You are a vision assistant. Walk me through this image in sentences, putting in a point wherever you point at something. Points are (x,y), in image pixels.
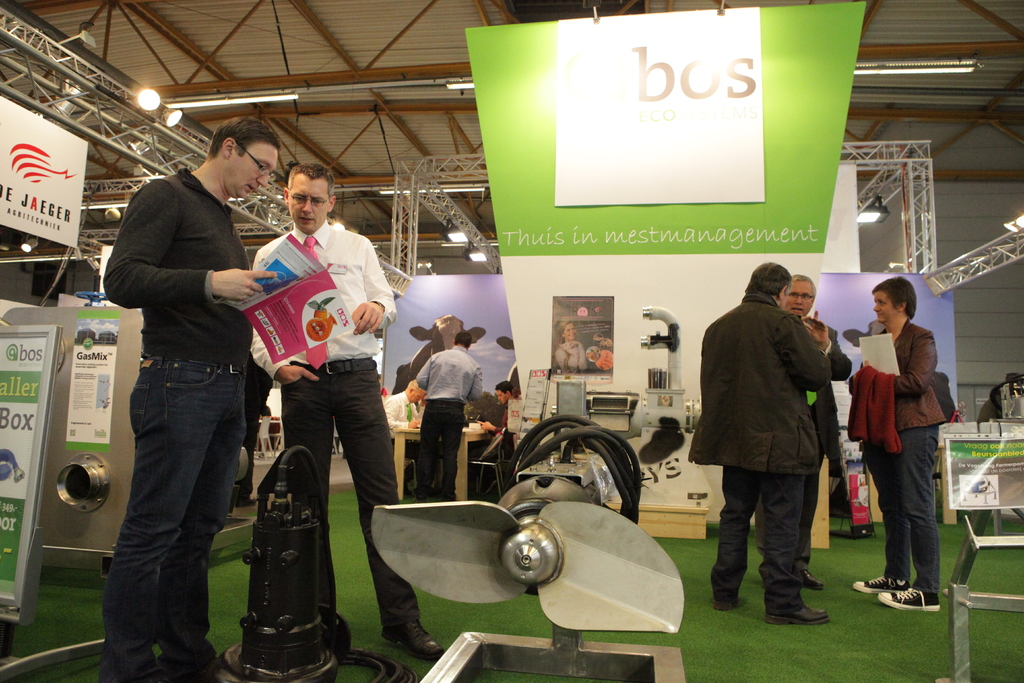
In this image I can see people (462,411) are standing among them one man (246,340) is holding a book (256,312) in the hand (247,297). In the background (586,256) I can see a board (668,244) which are some pictures (585,301) and something written on it. Here I can see lights (169,103) on the ceiling (259,114). On the floor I can see machines (589,544) and other objects (687,523).
